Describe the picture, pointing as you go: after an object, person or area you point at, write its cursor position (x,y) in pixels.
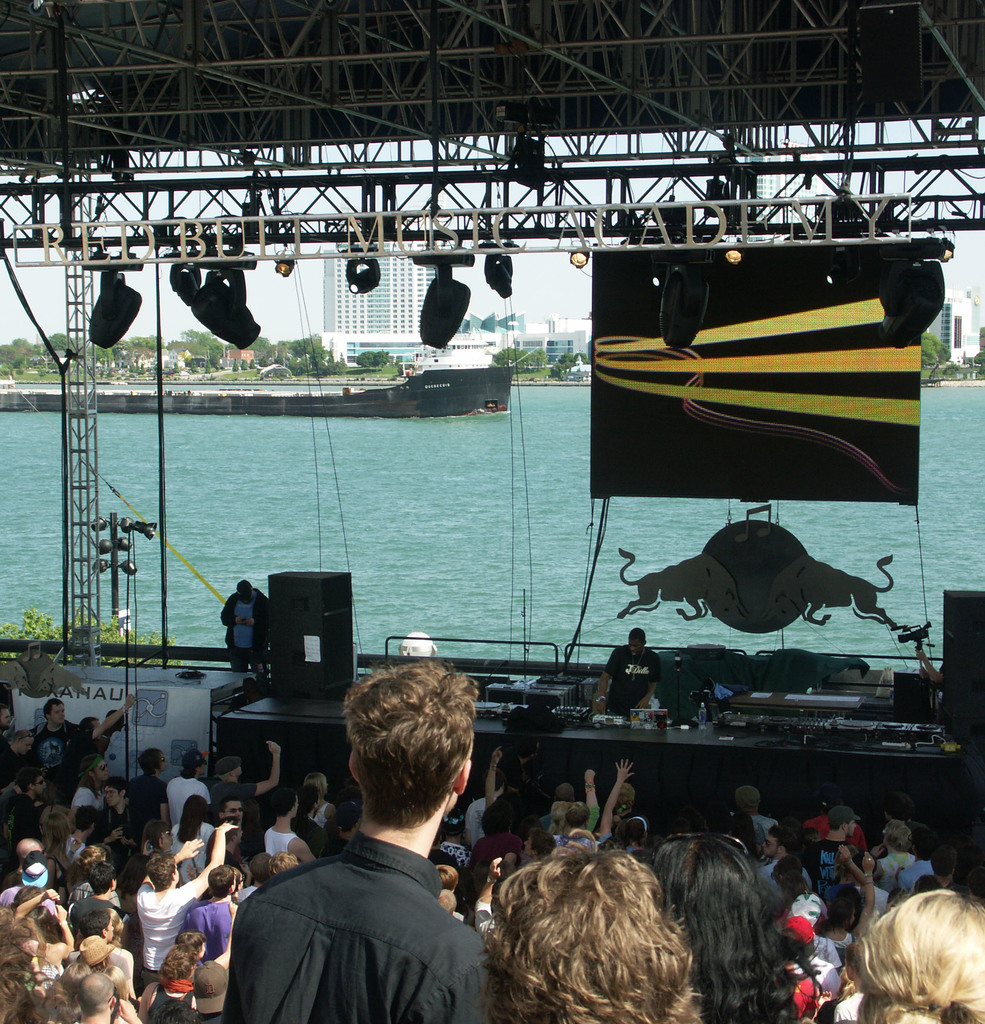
In this picture we can see a group of people (369,986) standing, banner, speakers (954,631), lights (680,309), buildings (959,316), trees (142,348) and a boat (387,395) on water (391,539) and in the background (47,302) we can see the sky (43,319).
